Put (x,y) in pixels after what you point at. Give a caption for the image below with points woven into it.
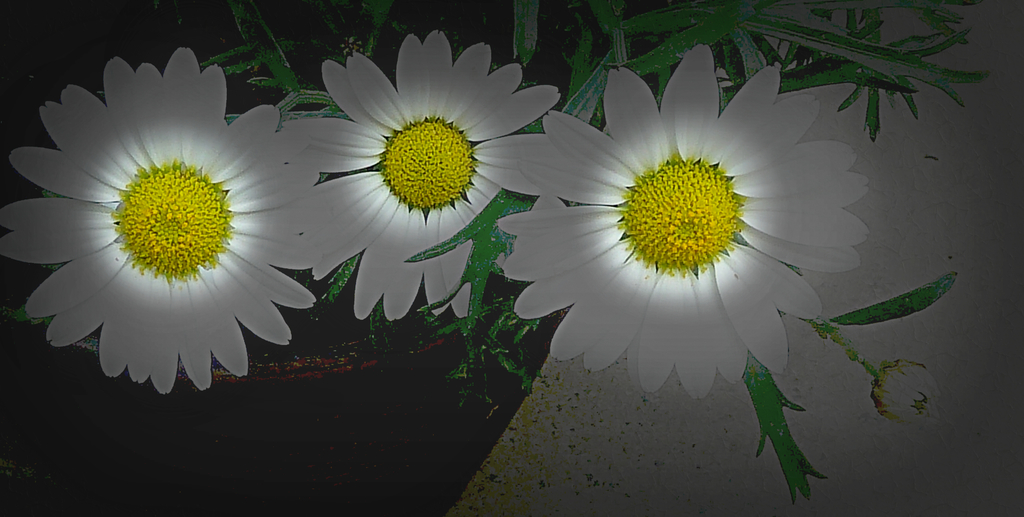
In this image I can see the flowers (379,263) to the plant (533,12). These flowers (506,86) are in white and yellow color.
